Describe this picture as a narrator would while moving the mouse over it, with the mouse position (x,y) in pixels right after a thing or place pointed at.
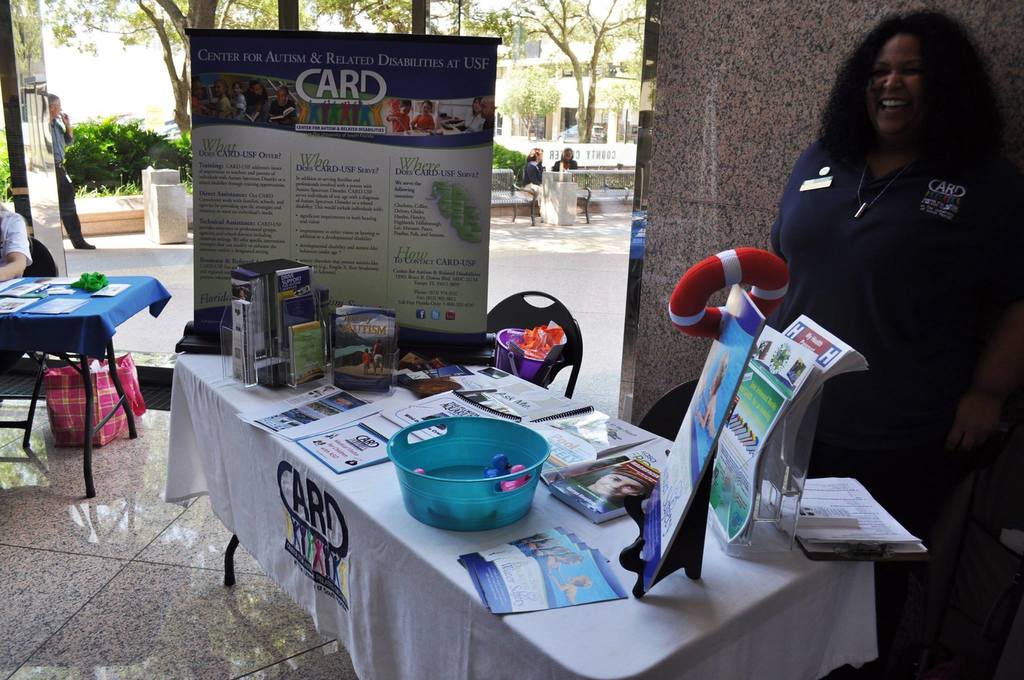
this is the inside of a building (680,255) and there is a man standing on the walkway (111,243) and there is woman (804,264) stand and she is smiling, in front of her there is a table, on the table (551,456) there are some objects (770,416) and books (573,492) kept on the table (659,556), beside the table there is a hoarding board (311,139) and there is a some text (256,165) written on that and on the left side (17,237) there is a person hand (9,257) visible and there is a table (65,320) and under the table (45,327) there is a bag (54,416) with pink color, back side of the hoarding board (231,246) there are the some trees (362,8) and building (569,78) visible.
